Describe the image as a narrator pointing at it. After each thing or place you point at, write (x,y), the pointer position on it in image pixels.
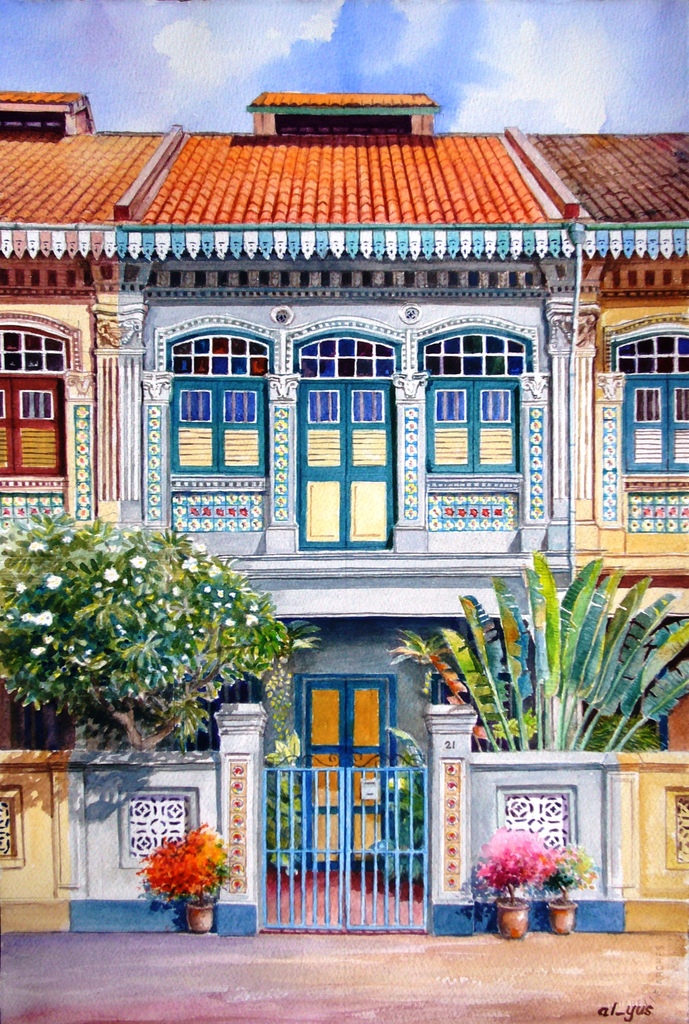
In this image we can see the painting (314,483) of a picture and in the picture, we can see a building (305,171) with doors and windows (460,393) and there are some trees (647,709) and we can see few potted plants (191,847) in front of the wall (649,917) and at the top (662,72) we can see the sky (426,36).
